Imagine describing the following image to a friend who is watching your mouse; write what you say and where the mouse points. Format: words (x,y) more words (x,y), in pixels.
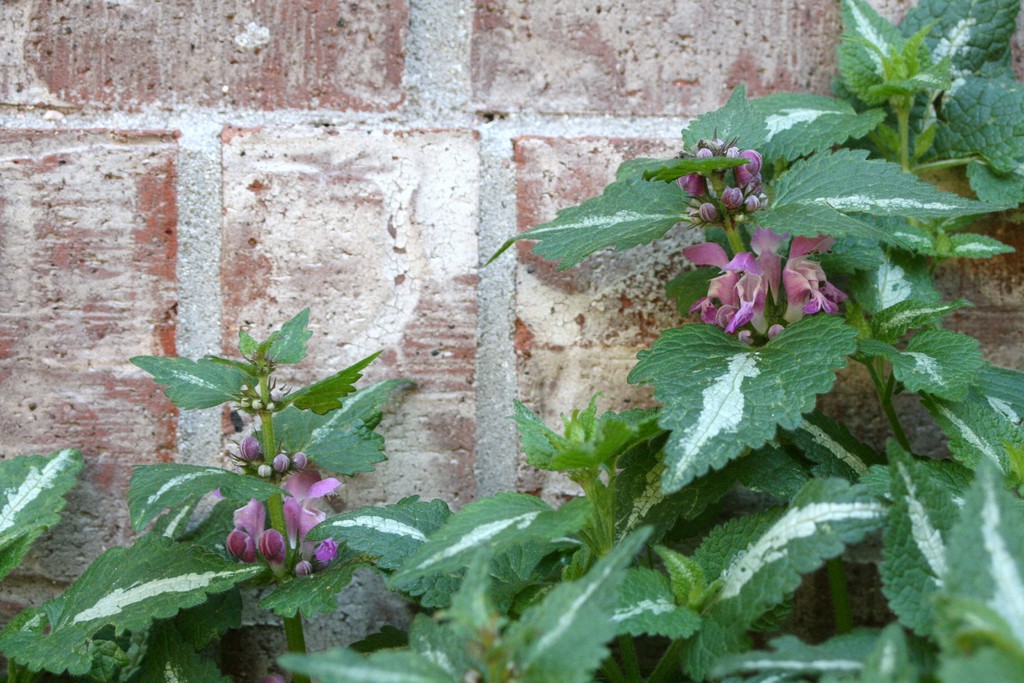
In this picture I can see the plants (668,430) in front (183,556) on which I can see buds (234,547) and flowers (768,232) which are of violet in purple color. In the background (579,342) I can see the wall (390,162).
